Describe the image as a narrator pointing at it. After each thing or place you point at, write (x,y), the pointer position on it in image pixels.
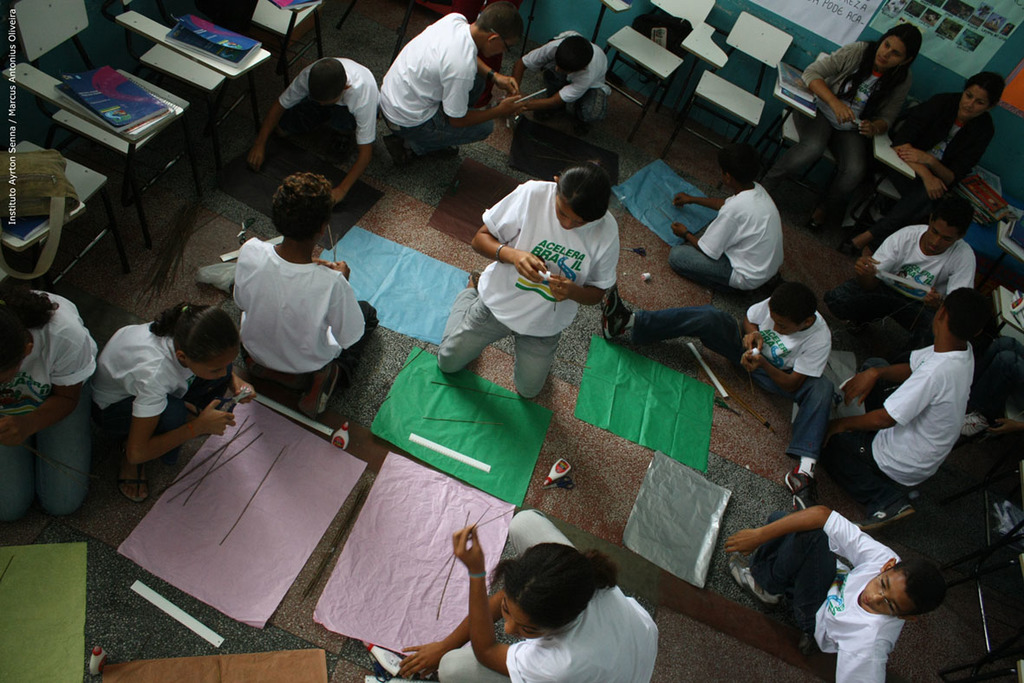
In this image there are people (819,410) doing different activities on the floor (620,551) with sheets (514,401), around them there are chairs (691,48) on that two people (861,133) are sitting and there are books (136,90), in the top left (12,221) there is text (10,55).
